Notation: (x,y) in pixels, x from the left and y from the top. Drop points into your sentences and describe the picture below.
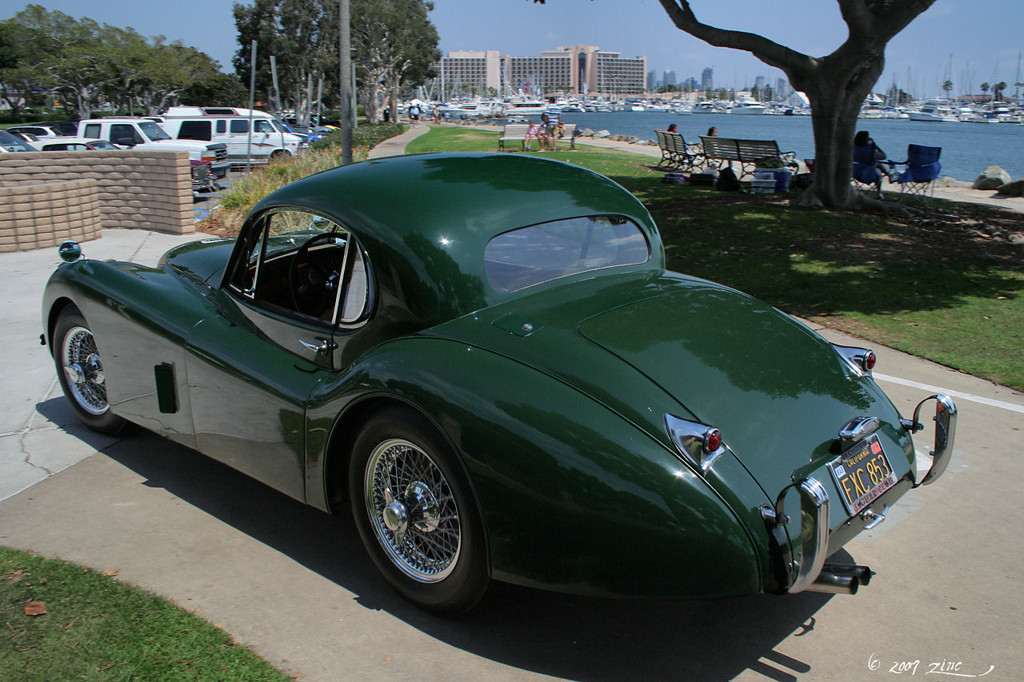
In the foreground (356,444) I can see grass (174,611), fleets of cars (269,454) on the road (327,558), fence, benches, trees (833,204), chairs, group of people (543,133), water (878,131), poles (271,58) and plants (304,165). In the background (592,95) I can see fleets of boats (442,107) in the water (678,115), buildings (623,65), towers (668,78), light poles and the sky (495,23). This image is taken may be during a day.
